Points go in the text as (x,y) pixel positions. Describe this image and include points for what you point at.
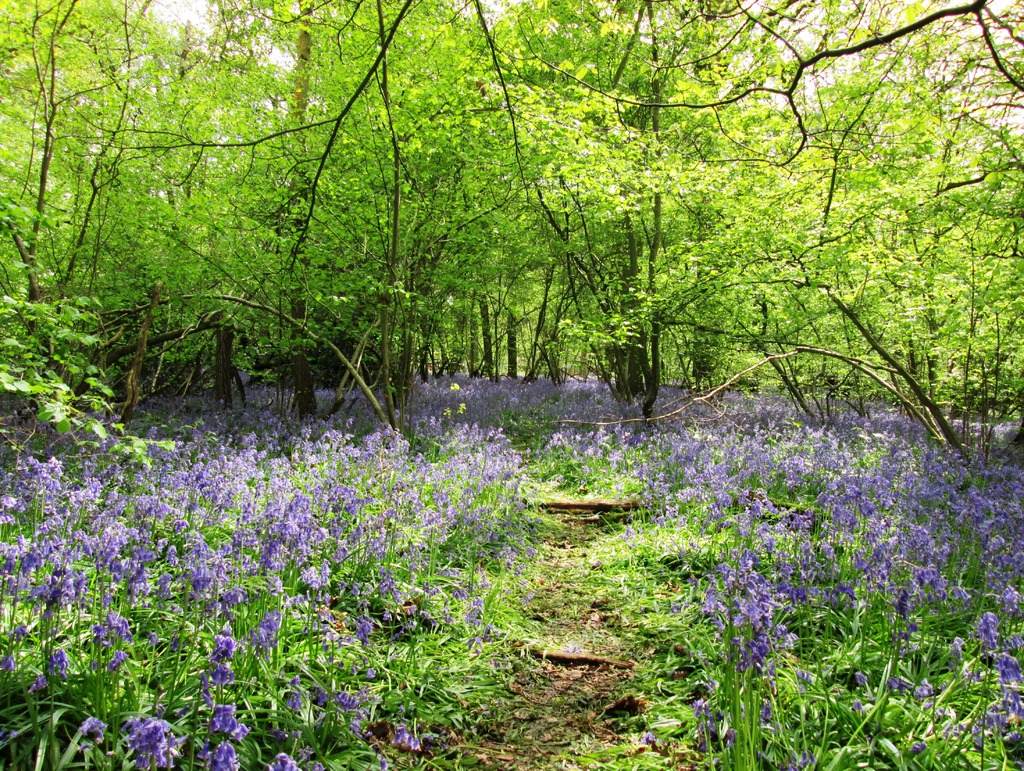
This picture is taken from outside of the city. In this image, we can see some plants (681,450) with flowers (727,476) which are in blue color. In the background (385,182), we can see some trees (642,190), plants (642,195). At the top (168,6), we can see a sky (196,33), at the bottom (527,735), we can see a land (548,537).
